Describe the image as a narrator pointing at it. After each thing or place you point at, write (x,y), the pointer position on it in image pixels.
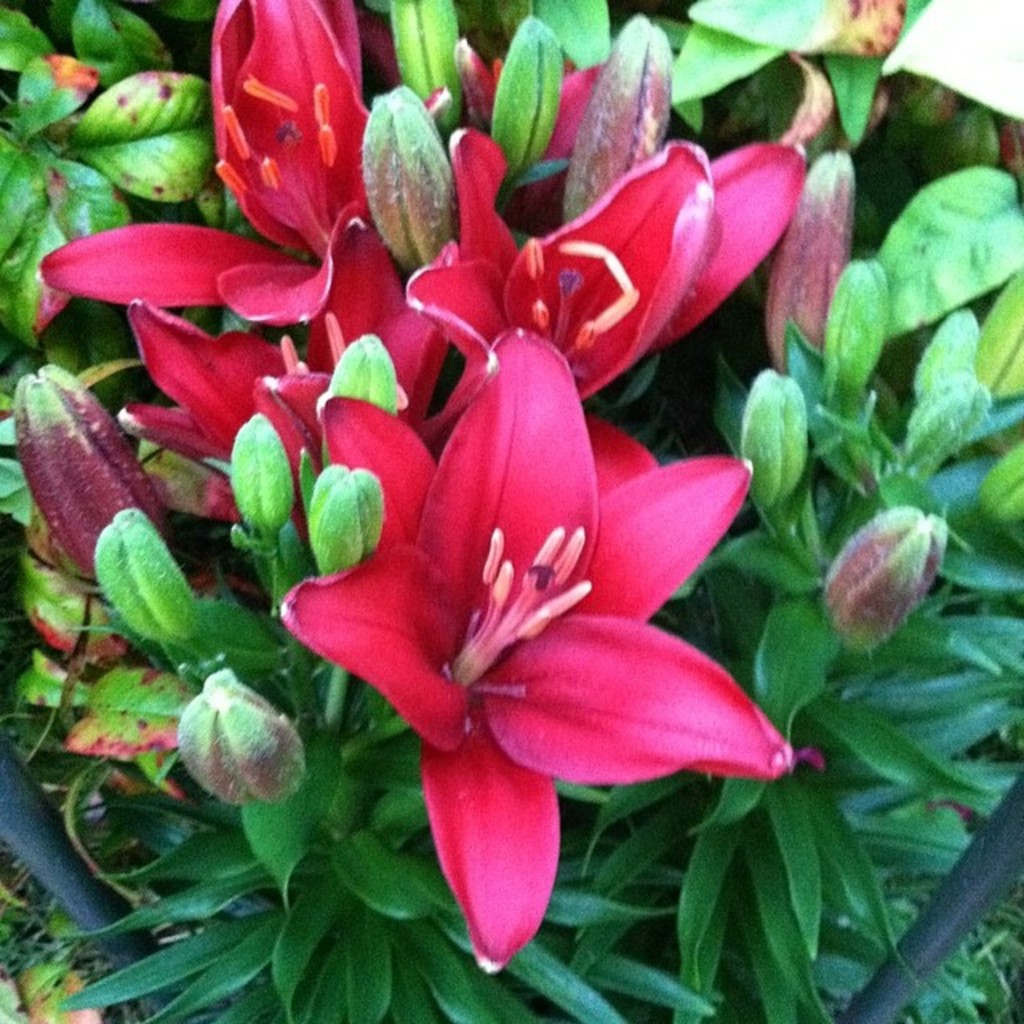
In this picture we can see some flowers (483,263) and leaves (533,965) here, we can see pollen grains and petals (477,440) of this flower (506,541).
